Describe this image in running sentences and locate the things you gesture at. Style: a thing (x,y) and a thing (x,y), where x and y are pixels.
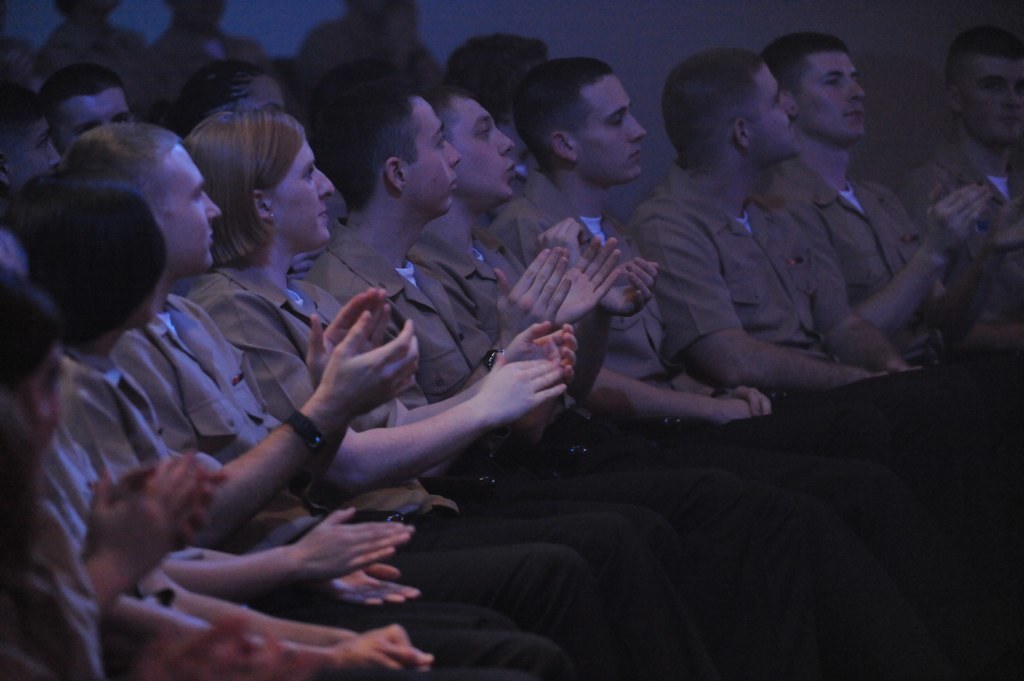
In this image we can see people (613,526) sitting on the chairs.
